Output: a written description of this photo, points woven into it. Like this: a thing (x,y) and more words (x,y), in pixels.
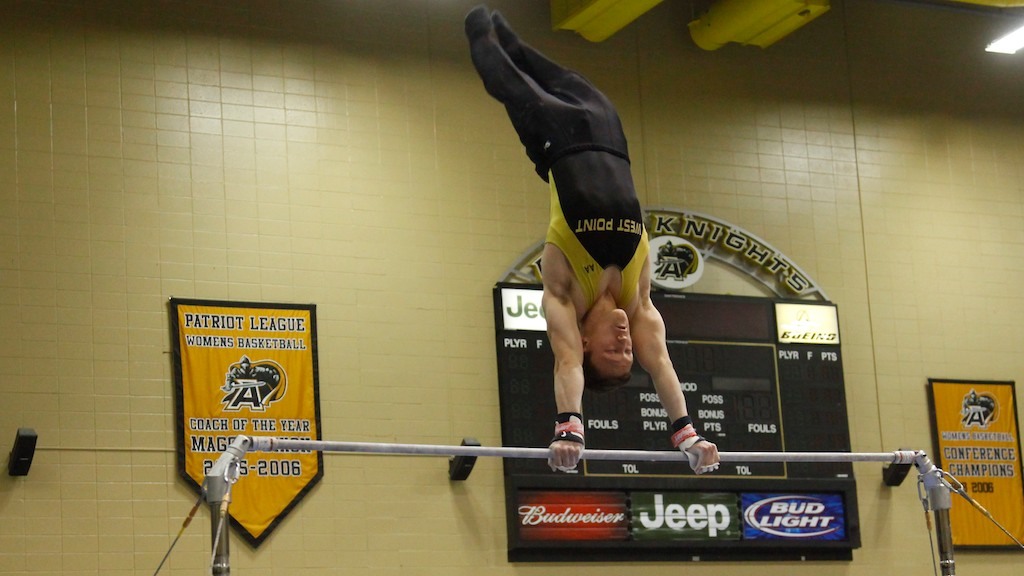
In this picture I can see there is a man (623,222), he is performing gymnastics and he is holding a bar (279,446). In the backdrop (174,411) I can see there is a wall (359,323) and there are some banners (243,391) and boards (745,403) attached to the wall (441,410).
